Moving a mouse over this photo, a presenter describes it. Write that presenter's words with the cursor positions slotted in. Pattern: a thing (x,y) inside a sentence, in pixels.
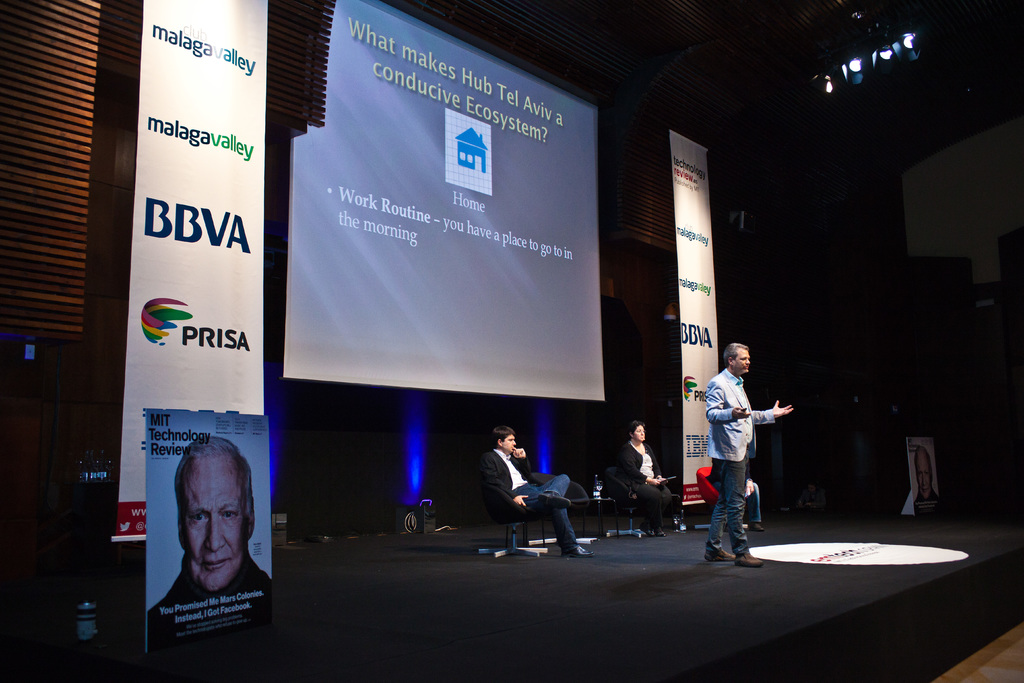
The picture is taken during a conference. In the center of the picture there is a person (730,453) on the stage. In the center of the picture (521,449) there are chairs (610,496) and people (655,472) sitting in them. In the background (517,201) there is a screen (419,234). On the left (165,317) there are hoardings (205,414). On the right (696,253) there are hoardings (929,477) and lights (889,58).
